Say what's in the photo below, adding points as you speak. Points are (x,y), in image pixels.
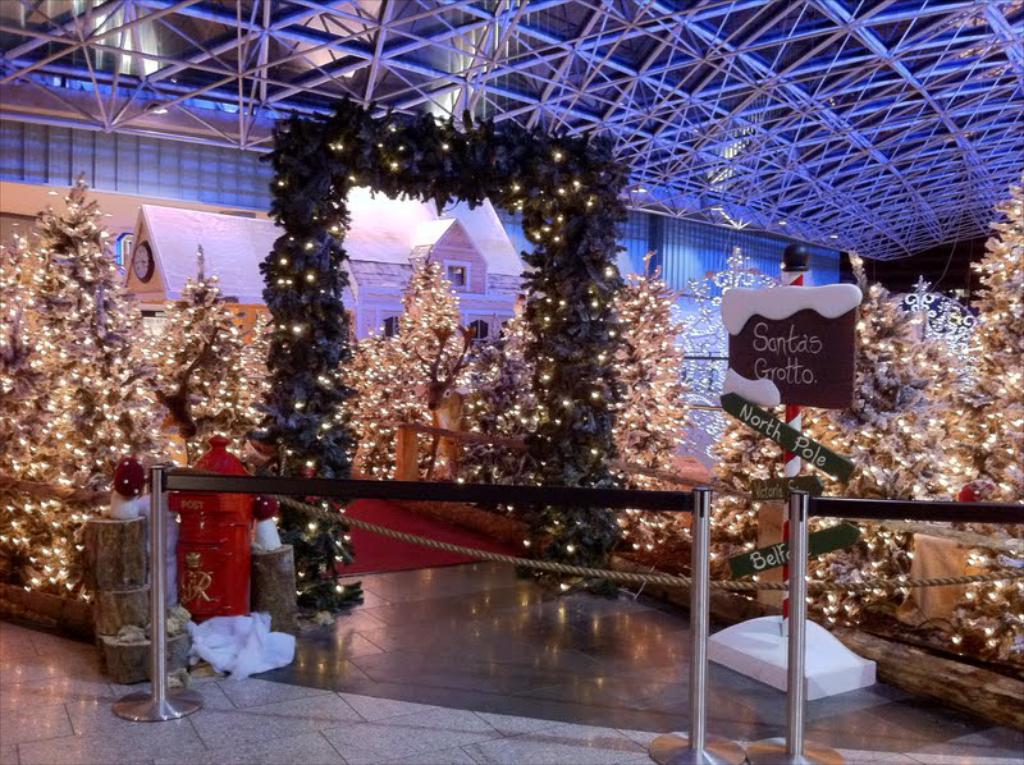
In this picture I can see decorative lights (362,369). I can see crowd control barriers (578,497). I can see Christmas trees (847,415). I can see the decorative house (358,252).
